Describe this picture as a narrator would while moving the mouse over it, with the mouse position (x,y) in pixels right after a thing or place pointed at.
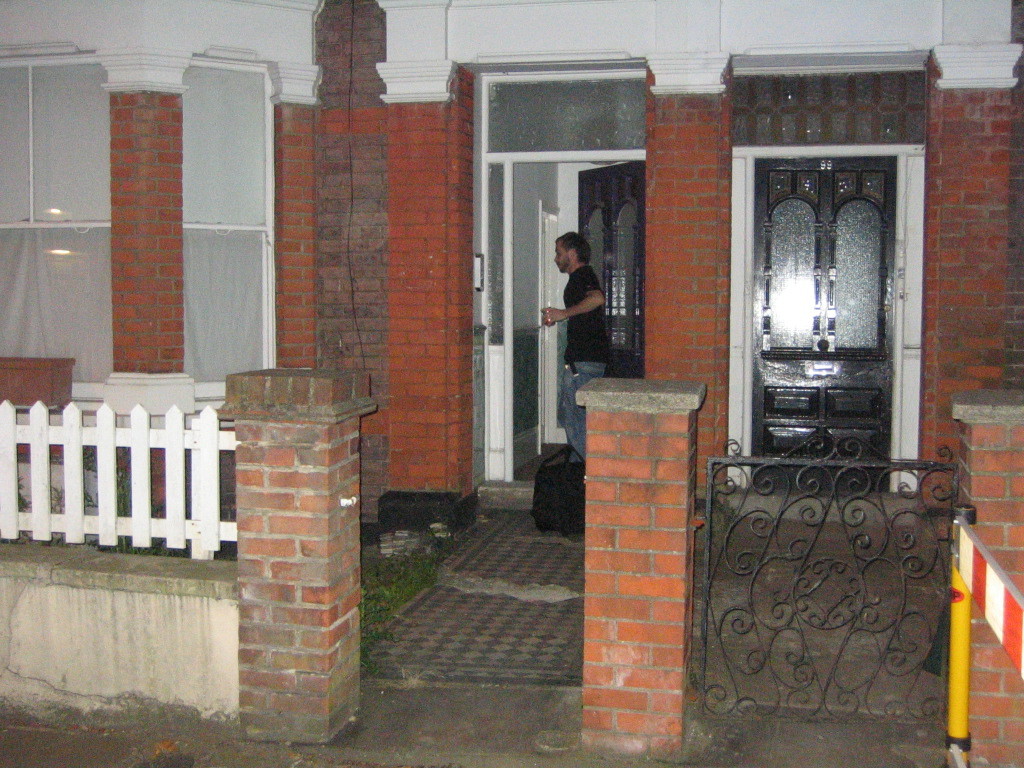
In the center of the image (571,396) we can see a person (571,299) is standing, bag (561,490), door (613,292) are present. In the background of the image (415,170) a wall (436,149) is there. In the middle of the image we can see fencing (76,513), grills (742,572), grass (394,581) are there. At the bottom of the image (427,743) ground (418,620) is there.
